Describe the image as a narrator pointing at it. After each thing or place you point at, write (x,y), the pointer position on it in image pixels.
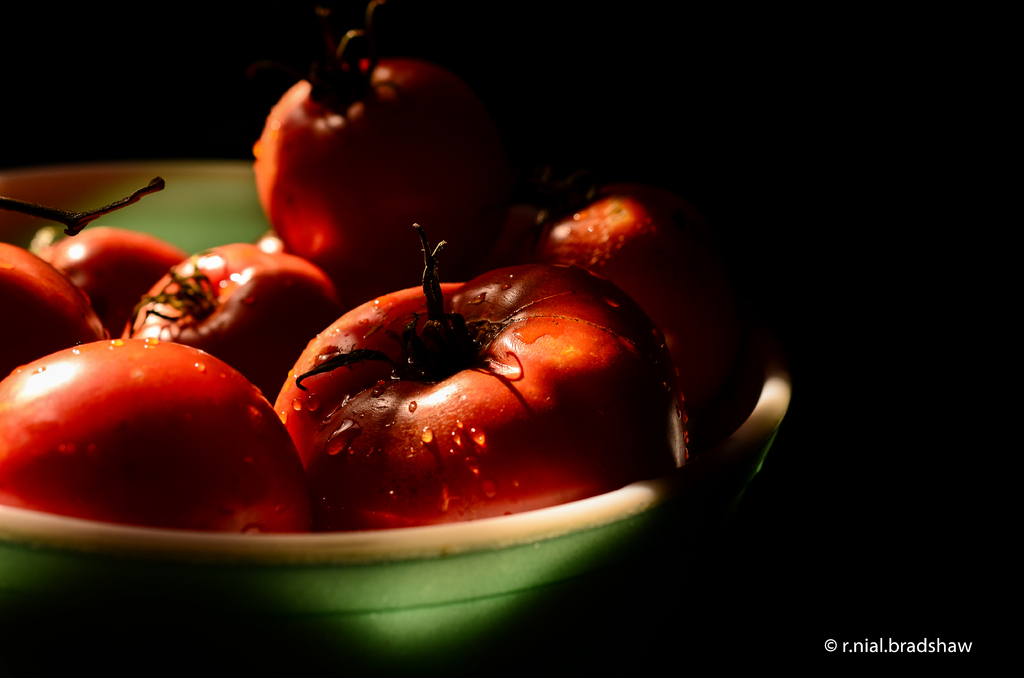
In this picture I can see tomatoes (285,495) in a bowl (253,641), there is dark background (9,26) and there is a watermark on the image.
